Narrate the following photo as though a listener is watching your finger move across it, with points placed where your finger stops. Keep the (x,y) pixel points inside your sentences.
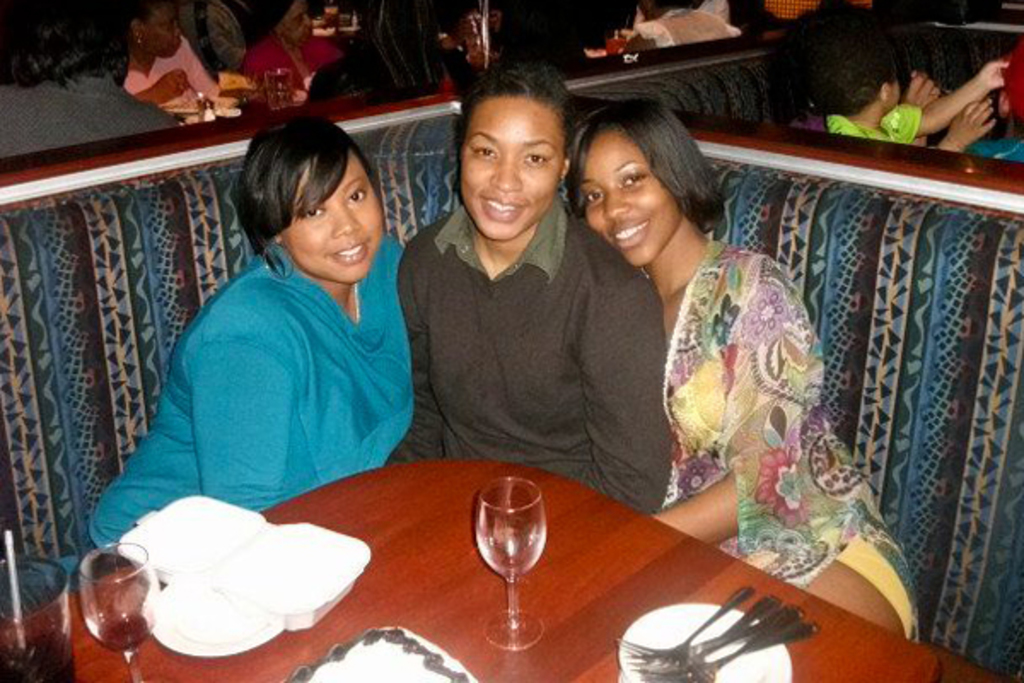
In this image three ladies (512,320) are sitting on sofa (846,285). They are smiling. In front of them on a table (469,570) there are glasses (519,558), forks (720,638), plates (668,638). In the background (843,61) few other people (807,56) are sitting and having food (226,85).
